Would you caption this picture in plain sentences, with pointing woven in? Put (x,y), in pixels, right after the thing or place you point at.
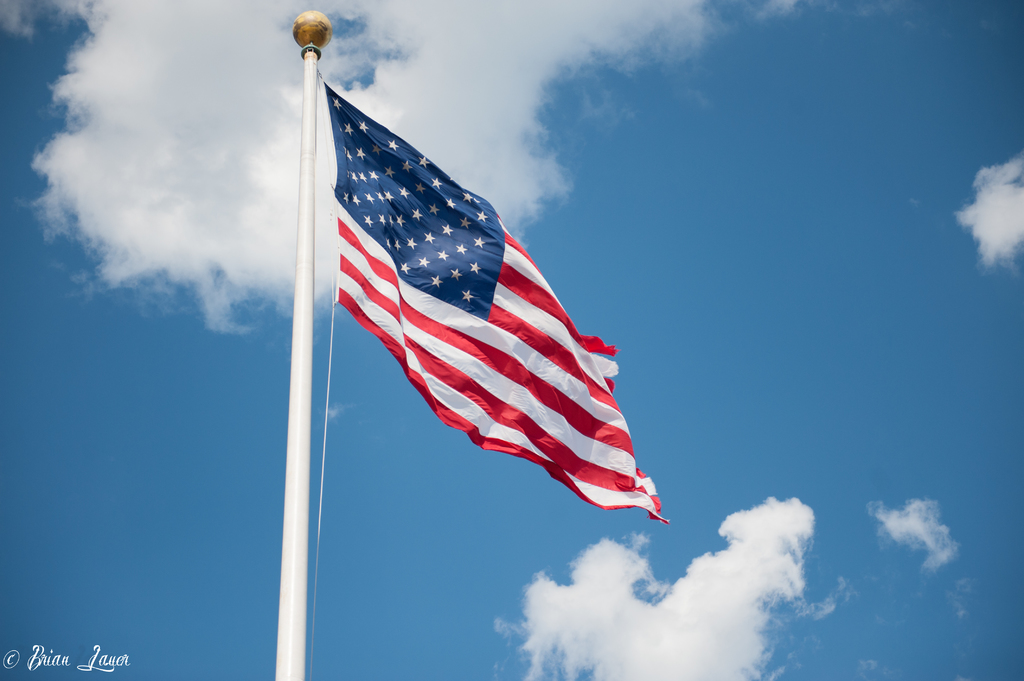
There is a flag (378,226) with a pole (287,521). There is a watermark (50,652) on the left corner (37,657). In the background (176,440) there is sky (681,512) with clouds (214,106).
